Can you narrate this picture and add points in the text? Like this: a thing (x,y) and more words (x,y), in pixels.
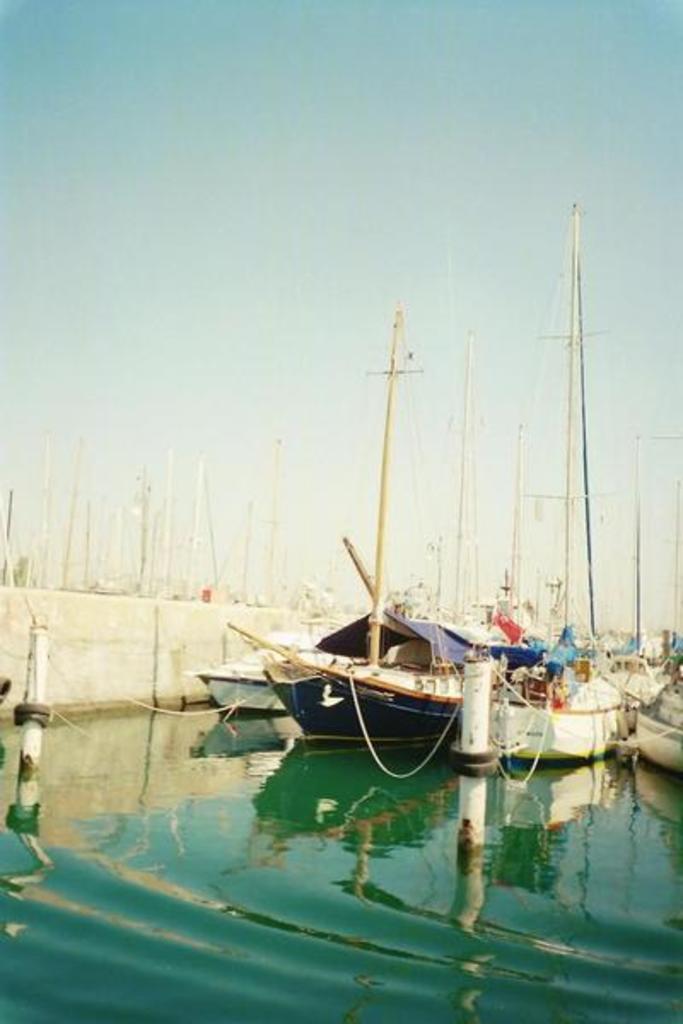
In this picture we can observe a fleet (452,655) on the water (377,792). There is a wall (119,619) here. We can observe some poles (46,634). There is some water (285,847). In the background (250,244) there is a sky (273,194).
